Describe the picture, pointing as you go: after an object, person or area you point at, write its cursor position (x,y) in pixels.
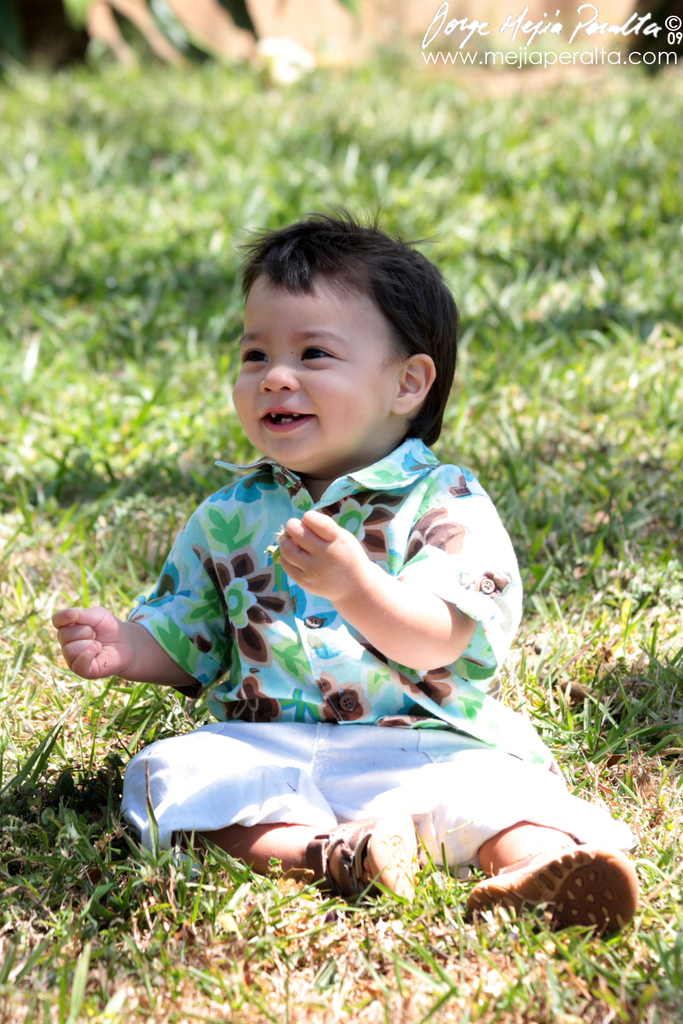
In the picture I can see a child (329,608) is sitting on the ground (36,489) and smiling. In the background (197,305) I can see the grass (223,274). On the top right corner of the image (592,30) I can see a watermark (513,45).
